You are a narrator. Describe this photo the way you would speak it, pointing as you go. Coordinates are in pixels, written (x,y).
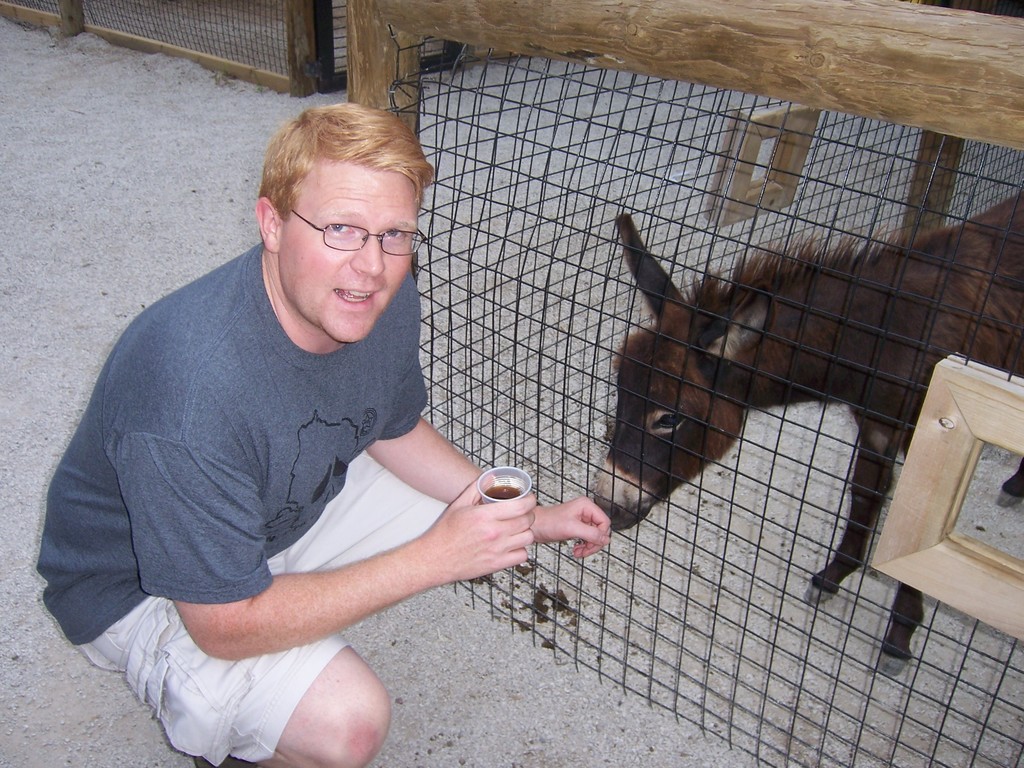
In this image there is one person (342,558) is sitting at left side of this image (335,507) and holding a glass (513,484). There is one animal shelter (533,327) is right side (699,49) to this image and there is one donkey (971,309) is at right side (744,314) to this image and there is one other animal shelter (228,63) at top left side of this image (201,32).
